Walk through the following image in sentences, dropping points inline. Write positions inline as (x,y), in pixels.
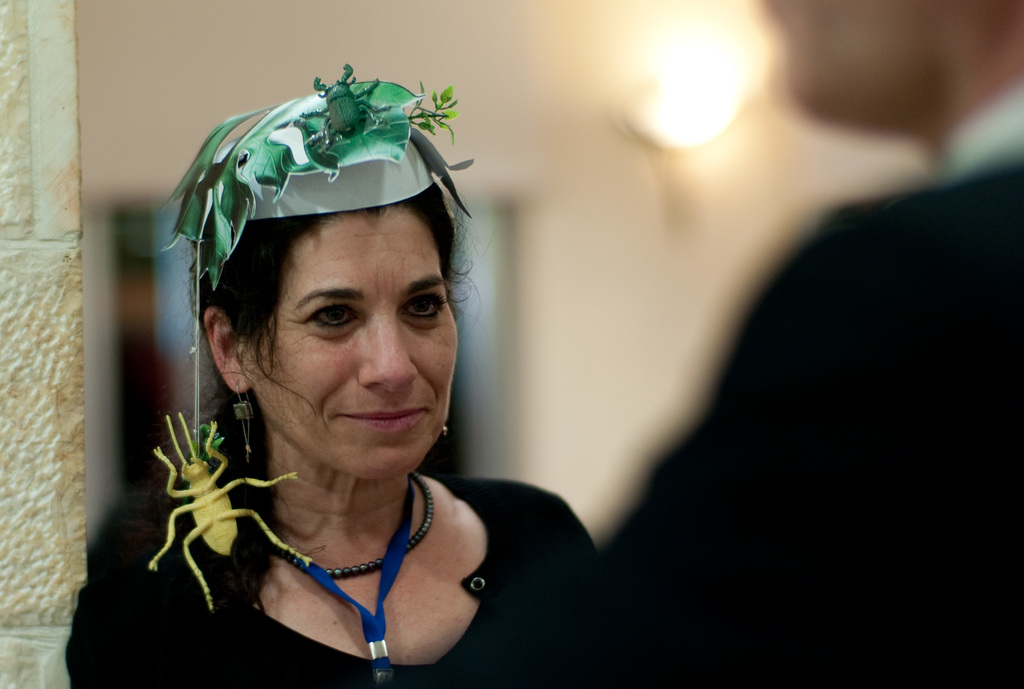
In this image I can see a woman (424,561) wearing black colored dress (320,663) and on her head (366,450) I can see a hat (344,181) which is green in color. I can see a person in front of her and the blurry background (595,119) in which I can see the wall (515,96) and a light (670,101).
